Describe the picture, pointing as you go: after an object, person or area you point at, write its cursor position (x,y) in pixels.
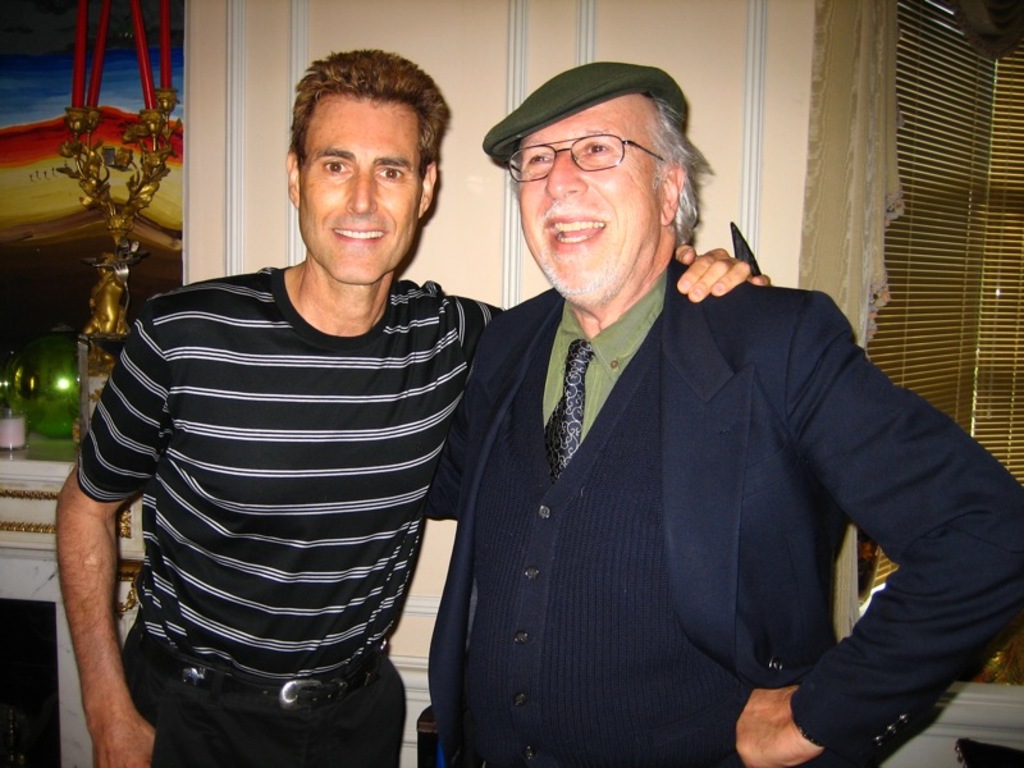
In this image I can see two people (582,288) are smiling and wearing different color dresses (398,466). I can see few objects (51,341) on the white color surface (40,460). I can see the window-blind (938,259) and few objects (984,17) around.
